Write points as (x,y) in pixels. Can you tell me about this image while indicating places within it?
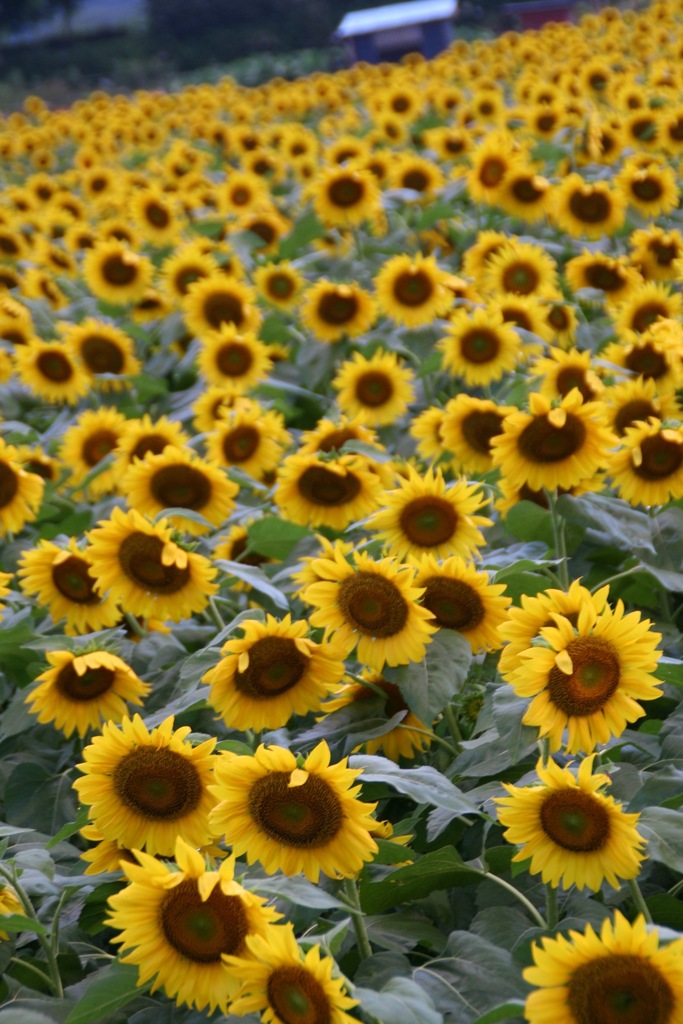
In the foreground of this image (433,694), there are sun flowers (507,656) to the plants (455,674) and on the top (408,34), there is an object (393,46).
